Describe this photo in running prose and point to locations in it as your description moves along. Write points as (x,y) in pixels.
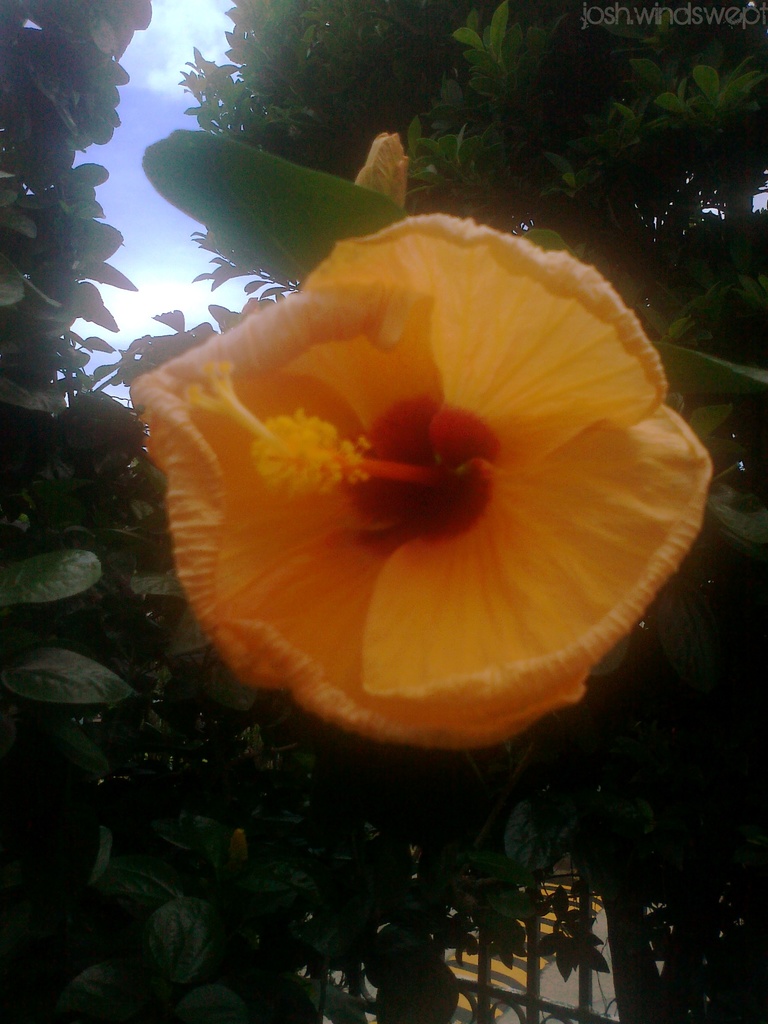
We can see flower (637,489) and trees (345,95). In the background (92,280) we can see sky (183,6). In the top right side of the image (586,23) we can see text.
